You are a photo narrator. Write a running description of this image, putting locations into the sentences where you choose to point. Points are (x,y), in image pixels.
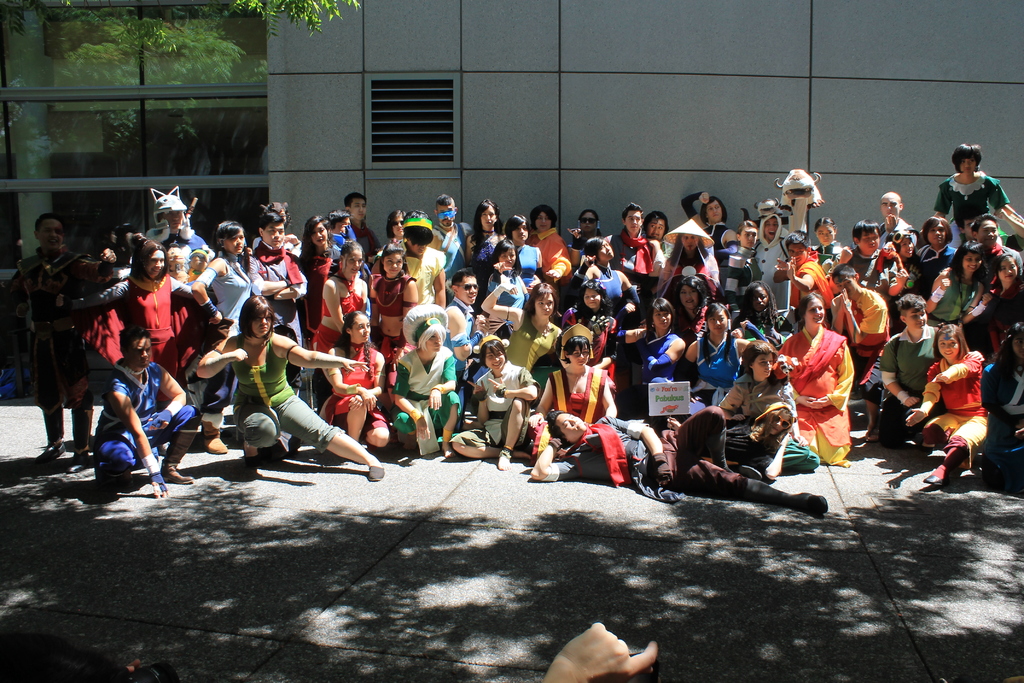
In this image we can see crowd (206,341) on the floor (26,410). Of them some are sitting and the rest are standing. In the background (327,52) we can see trees (209,68), mirrors (252,133), walls (563,106) and floor (488,521).
